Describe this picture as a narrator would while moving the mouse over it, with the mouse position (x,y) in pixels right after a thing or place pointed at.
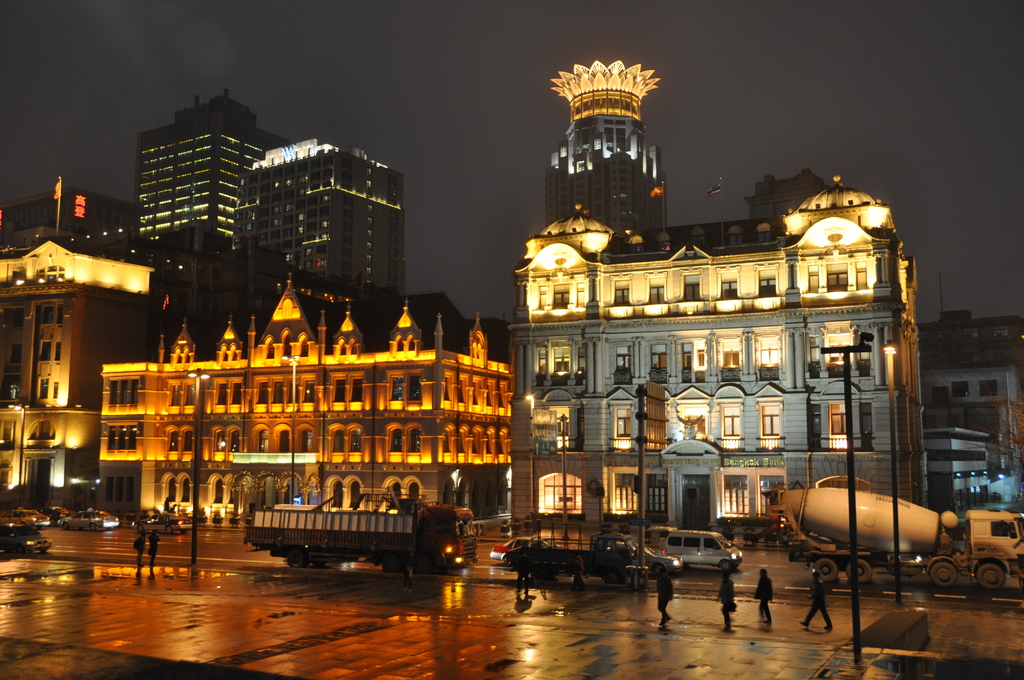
In this image we can see buildings (277,216), electric lights (695,413), street poles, street lights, persons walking on the road (222,581), motor vehicles (325,557) on the road (346,558), flags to the flag posts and sky (945,204).
